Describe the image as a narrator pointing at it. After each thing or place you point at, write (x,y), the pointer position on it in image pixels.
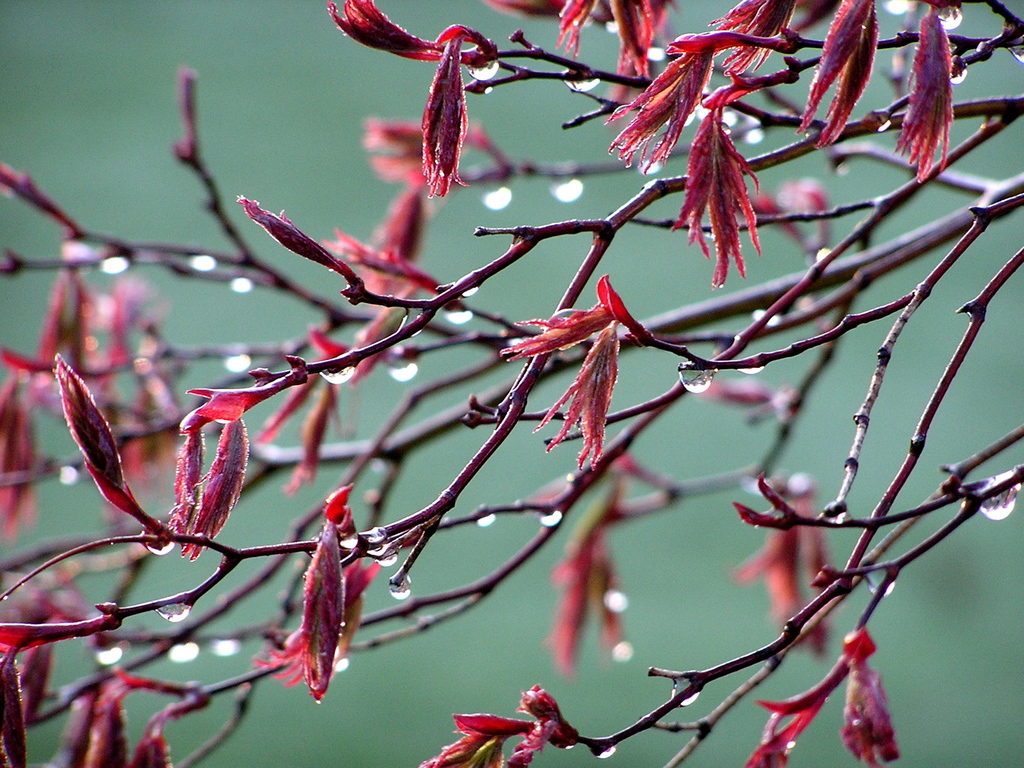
In this image we can see a tree (697,357) with leaves (221,443) and buds (88,440) and a green background (684,541).
